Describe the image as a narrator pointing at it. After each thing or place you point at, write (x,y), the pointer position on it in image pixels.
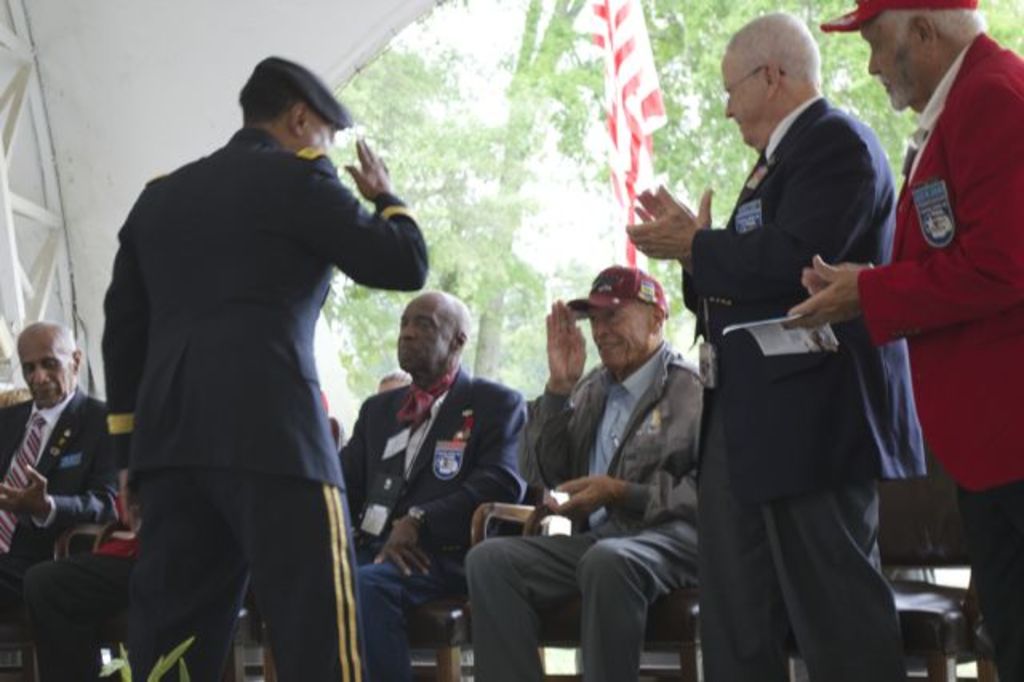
In this picture we can see some people (427,483) are in one place, among them few people (371,396) are sitting and few people (766,359) are standing, behind we can see flag (639,95) and trees (530,104).
